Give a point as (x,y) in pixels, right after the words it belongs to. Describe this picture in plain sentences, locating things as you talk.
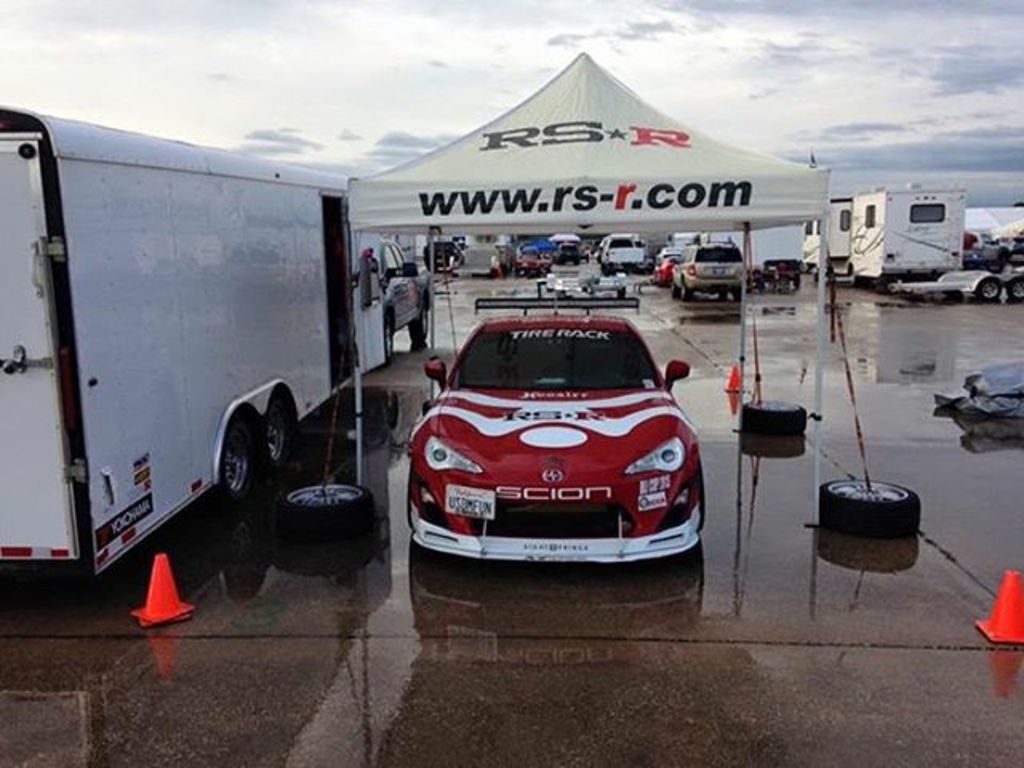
This picture shows few cars (726,256) and other vehicles (968,282) parked and we see a tent (736,162) and a car (521,423) under the tent (660,168) and we see a blue cloudy sky (705,38).
